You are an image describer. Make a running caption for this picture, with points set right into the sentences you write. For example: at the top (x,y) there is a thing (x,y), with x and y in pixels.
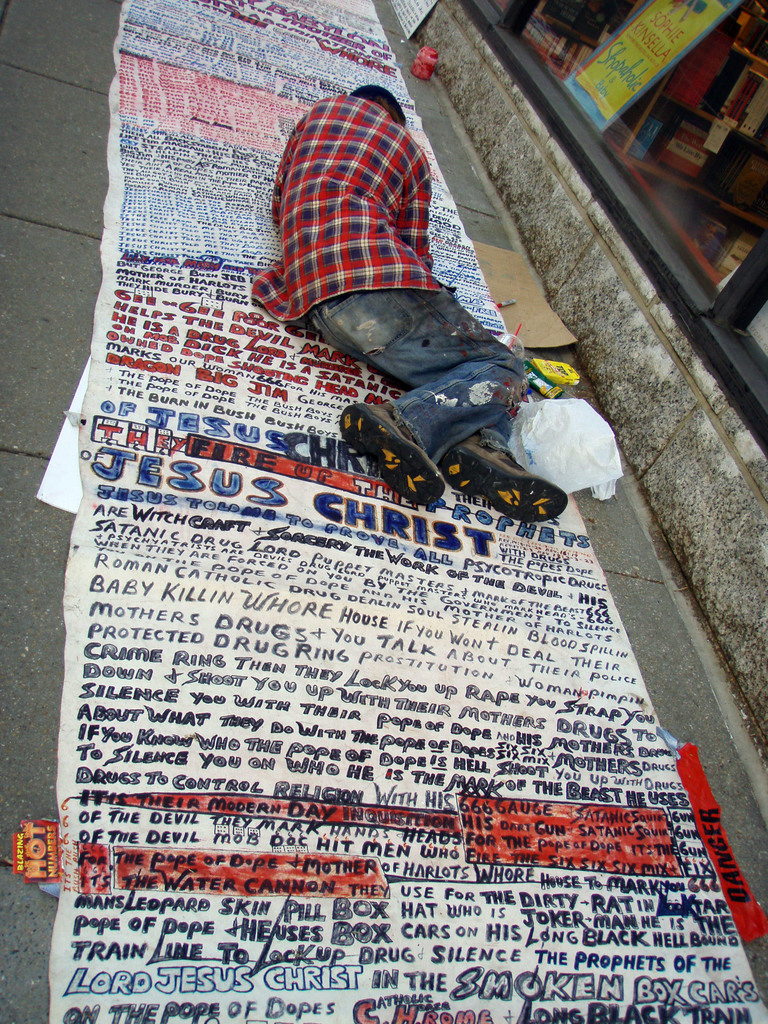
In this image, we can see the ground (28,262) with some objects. We can also see a poster (133,273) with some text (226,485) and a person (422,419) is lying on it. We can see the wall (733,498) and some glass (701,190) on the right (701,190). We can see some shelves (746,140) with objects (715,62). We can also see a board (718,17) with some text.
